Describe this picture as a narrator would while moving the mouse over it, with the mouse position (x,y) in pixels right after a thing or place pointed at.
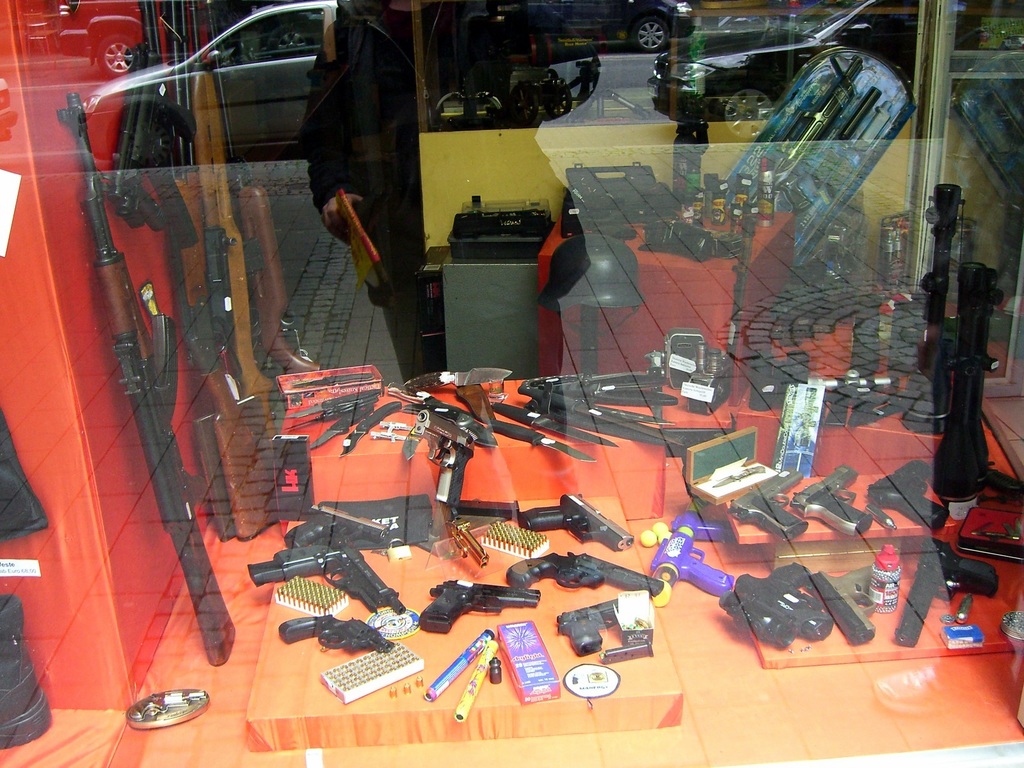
In this picture we can see a glass (453,322) in the front (453,322), from the glass (453,360) we can see different types of guns (519,570), knives (584,399), bullets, some boxes (292,490), a helmet (583,276) and other things (948,612), we can see reflection (240,81) of cars (229,92) and a person (395,58) on this glass (412,199).
